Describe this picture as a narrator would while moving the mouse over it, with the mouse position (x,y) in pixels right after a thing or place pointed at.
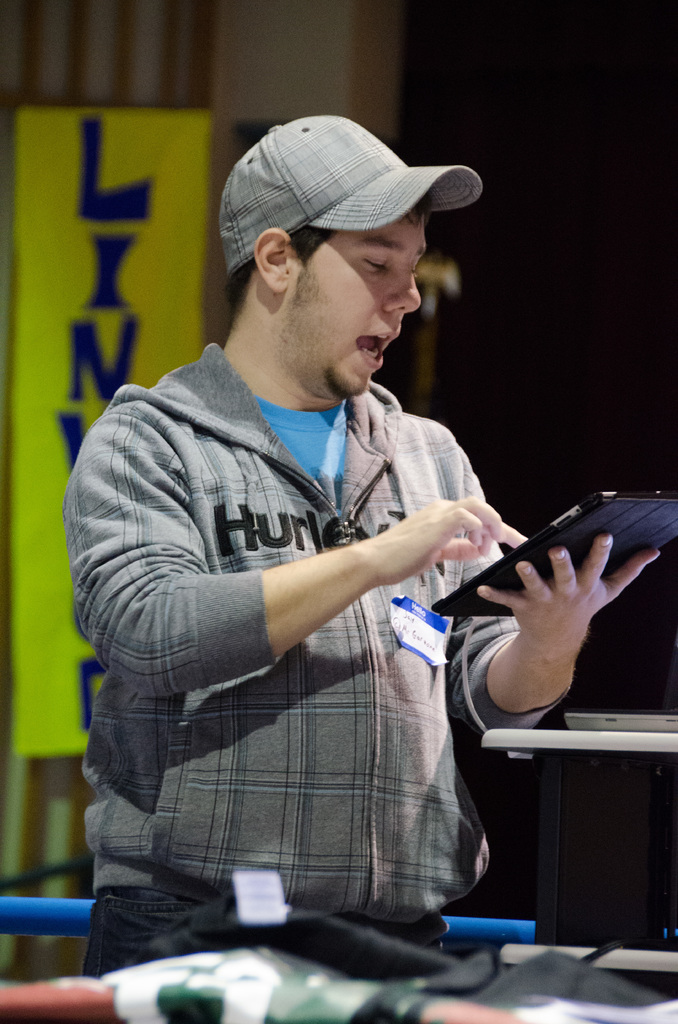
In the picture there is man (204,524), he is standing and operating a gadget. Behind the man (251,278) there is a banner (29,702).
